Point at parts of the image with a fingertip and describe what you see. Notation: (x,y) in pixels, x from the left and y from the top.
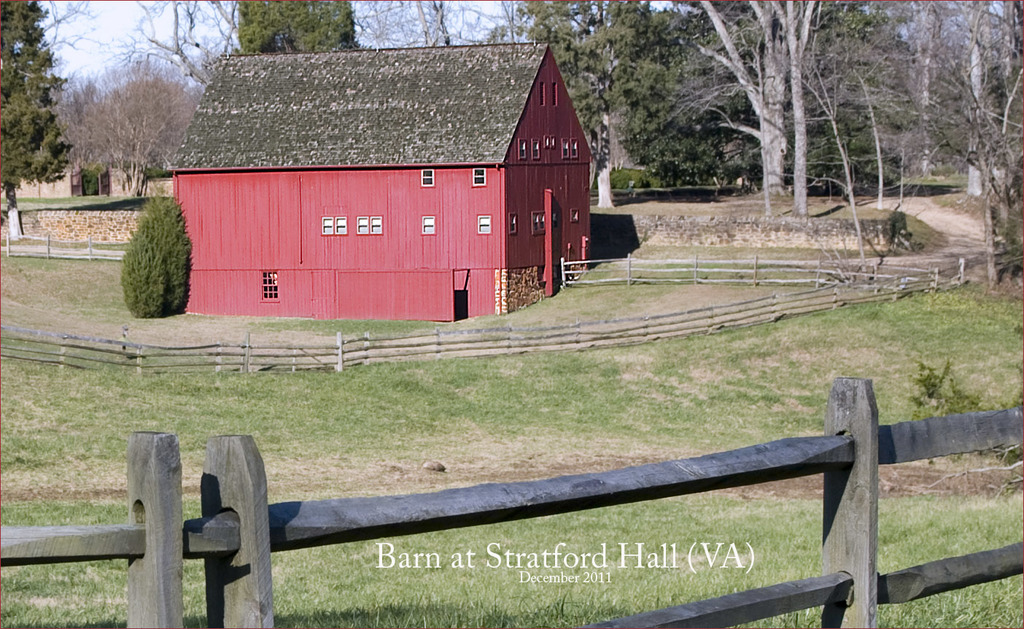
In this picture we can observe a red color house (440,227). There is a wooden railing (345,498) here. We can observe a plant (159,260) beside the house (215,223). There is some grass (192,375) on the ground (522,378). In the background (723,95) there are trees (246,51) and a sky (121,43).
